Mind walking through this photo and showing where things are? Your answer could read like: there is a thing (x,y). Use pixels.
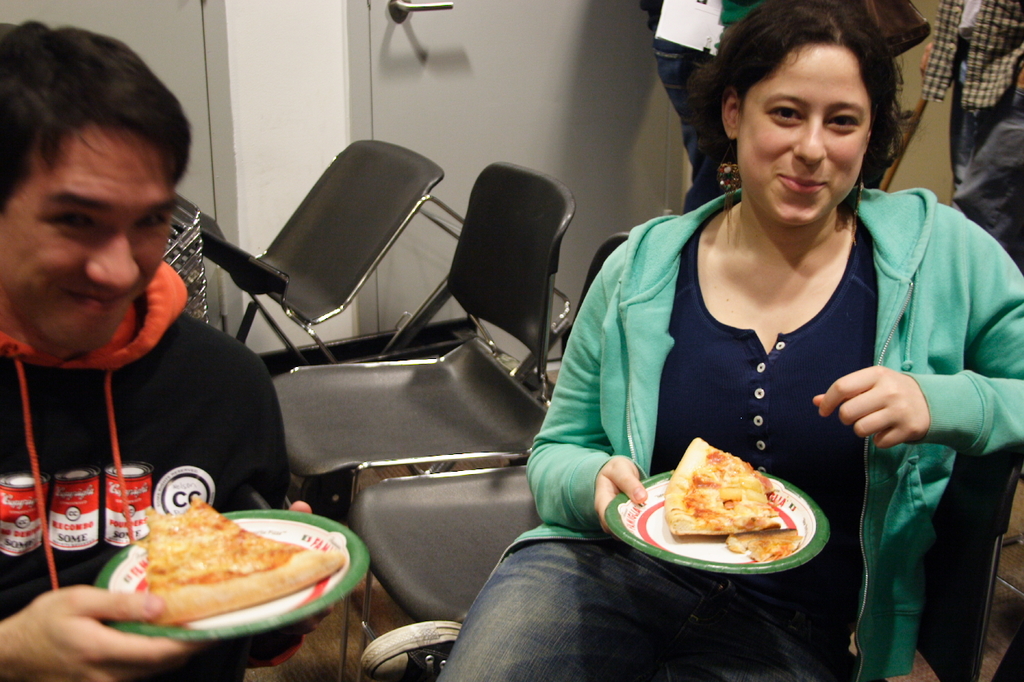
In this image in the front (165,435) there are persons (187,447) sitting and smiling and holding plate (703,545) of food (737,539) in their hands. In the center (384,390) there are empty chairs (408,379) and on the right side (1001,66) there are persons (980,60). In the background (492,50) there is a door (504,87) which is white in colour.
